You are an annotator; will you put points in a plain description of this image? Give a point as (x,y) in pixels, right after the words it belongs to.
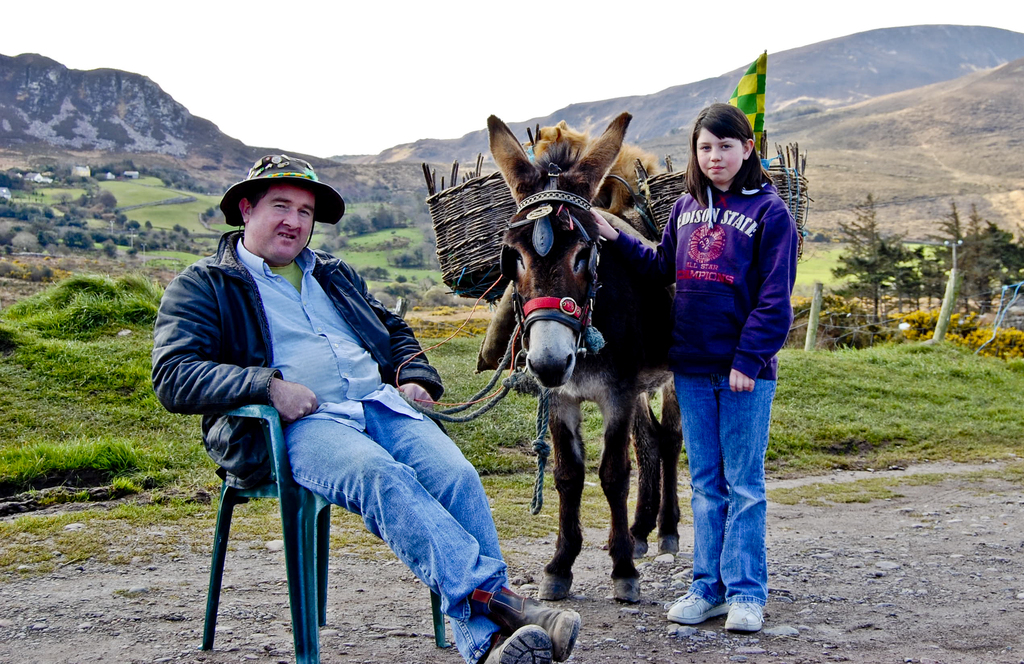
In this image I can see a person (391,373) is sitting on a chair (223,490) and a woman (686,373) wearing blue colored dress (737,343) is standing. I can see a donkey (560,278) which is brown and white in color and few wooden baskets (472,229) on the donkey (511,222). In the background (404,225) I can see some grass (146,329), few trees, few mountains (591,123) and the sky (386,89).
